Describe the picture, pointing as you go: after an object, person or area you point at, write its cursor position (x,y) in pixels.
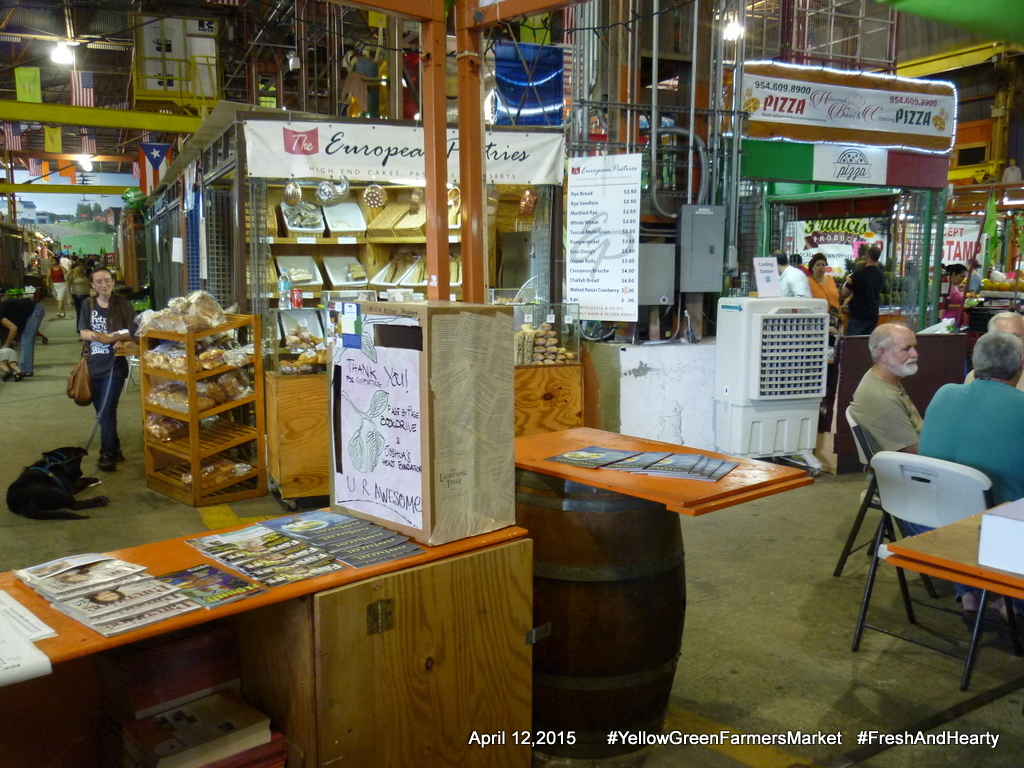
The picture is taken inside a mall (839,636). There are small stalls (566,297) in it. In the below left corner of the image (287,591) there is a table (262,613) and papers (187,575) are placed on it and there is a barrel (527,506) just beside it. On the below right corner of the image (977,414) there are few people (976,428) sitting on the chairs (974,482) and other few (876,303) are at the stalls (970,312). There is a stall (400,152) of European Pastries (387,148) and Pizza (765,104). There are boards (809,134) displayed at the stalls (803,148). In the left (110,356) there is woman (92,364) wearing a bag (80,372) and holding a dog (56,469) with help of leash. Beside her is a rack (150,406) and there is food (202,368) in it and behind her there is crowd (17,327). There are flags (35,166) and lights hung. In the below right corner (904,734) there is some text (896,744) written.
